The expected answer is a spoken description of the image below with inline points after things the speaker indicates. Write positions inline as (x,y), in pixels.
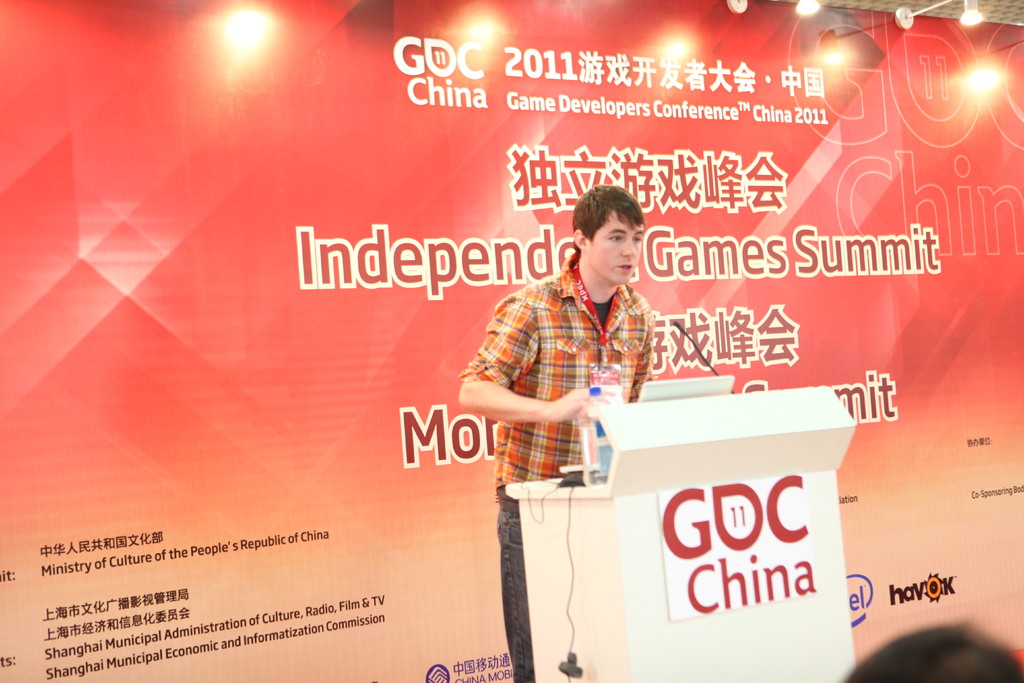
In this picture there is a person (528,678) standing behind the podium (590,584) and talking. There is a bottle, laptop (697,388), microphone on the podium (603,507). At the back (767,154) there is a hoarding (325,390) and there is a text (425,72) on the hoarding (387,457). At the top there are lights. In the bottom right (886,664) there is a person (957,644).
